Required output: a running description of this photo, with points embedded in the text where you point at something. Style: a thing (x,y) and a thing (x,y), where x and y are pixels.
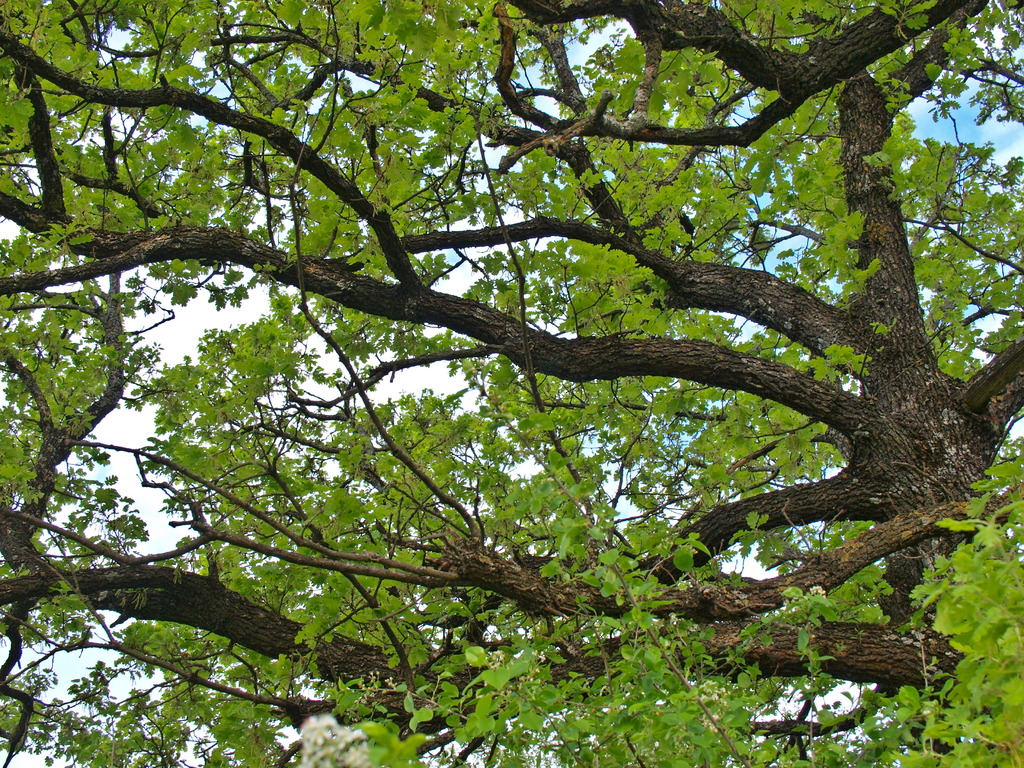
In this image I can see a tree (702,564) which is green and brown in color and in the background (157,312) I can see the sky (216,313) through the gaps (135,349) in between the trees (144,262).
